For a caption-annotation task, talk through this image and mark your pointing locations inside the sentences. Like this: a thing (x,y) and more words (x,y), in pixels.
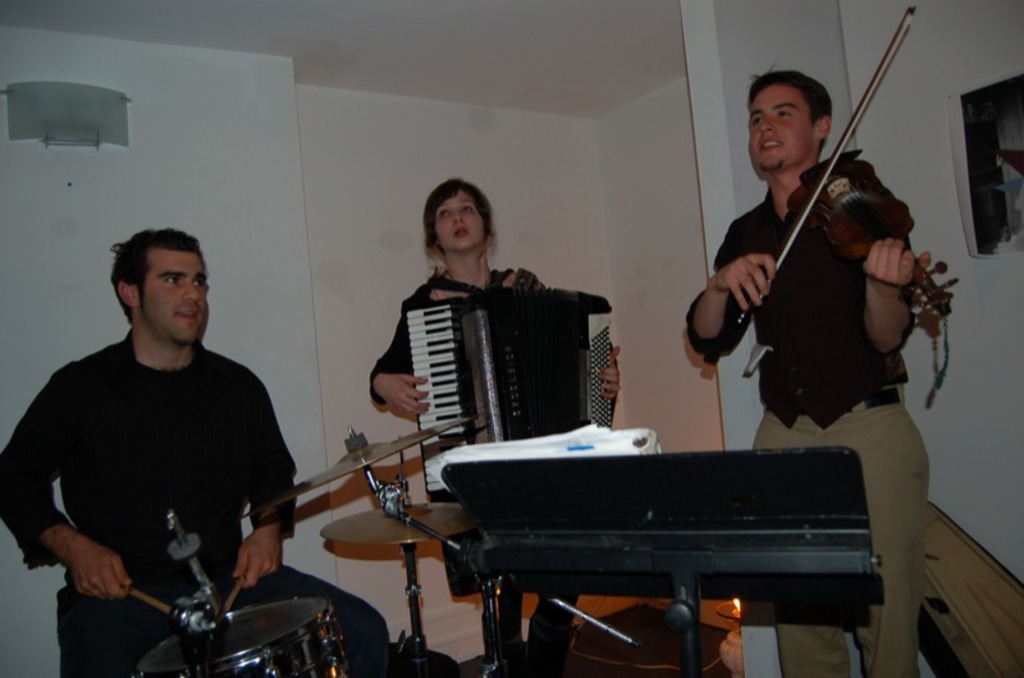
In this image I can see three persons (144,388) playing musical instrument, the person (718,340) in front (782,310) wearing black shirt (797,307), cream pant (875,446). Background (568,249) the wall (303,143) is in white color.
